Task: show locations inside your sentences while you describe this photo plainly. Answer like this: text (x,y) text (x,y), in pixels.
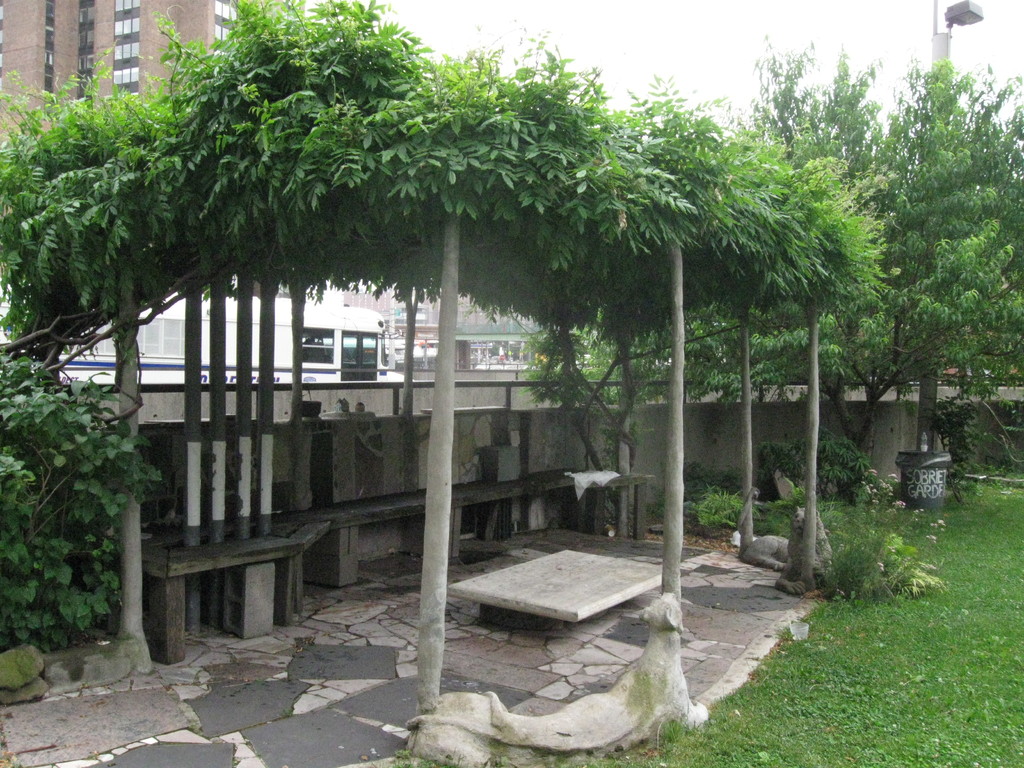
There is a bench (408,500) and there are trees (168,203) above it and the ground (920,666) is greenery (931,664) in the right corner (924,646) and there is a building (133,57) in the background (127,70).
